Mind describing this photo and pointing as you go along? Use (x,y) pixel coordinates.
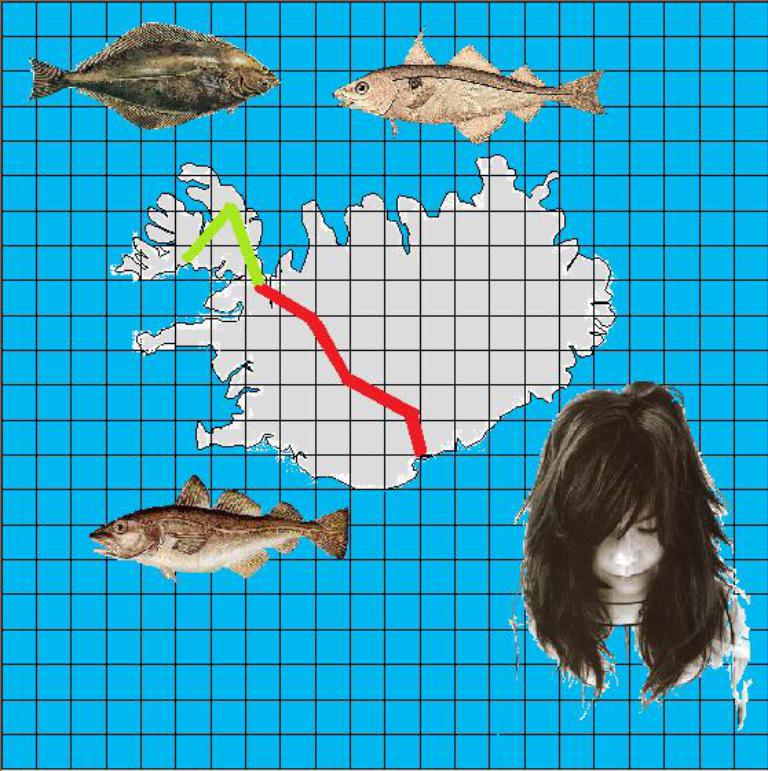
It is an animated image, there are different types of fishes (49,79) and a girl image (609,502) and a map (340,339) are pasted on a grid boxes background (288,473).
